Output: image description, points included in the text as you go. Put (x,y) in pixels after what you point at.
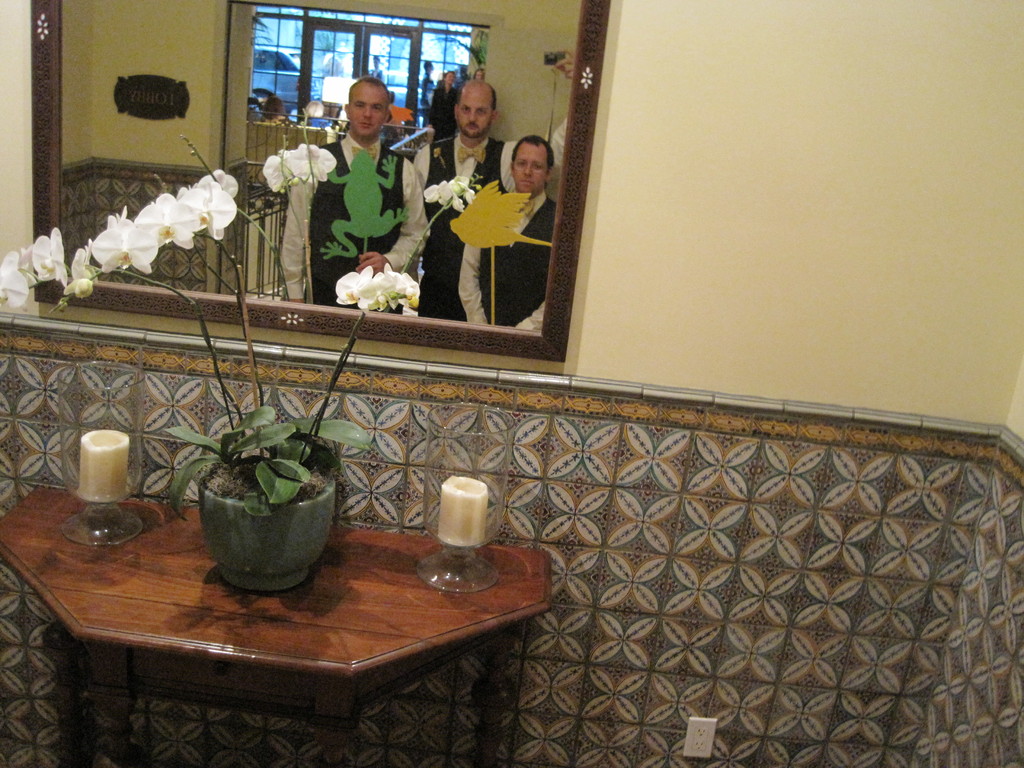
In a picture there is a room (668,194) in which three persons (436,293) are taking photograph with camera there is a Mirror (277,28) on the wall (535,720) there is a table (245,601) near the wall (154,473) on the table (335,578) there is a house plant (253,505) and candles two people (546,149) are catching different arts (355,186) such as frog (394,168) and bird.
